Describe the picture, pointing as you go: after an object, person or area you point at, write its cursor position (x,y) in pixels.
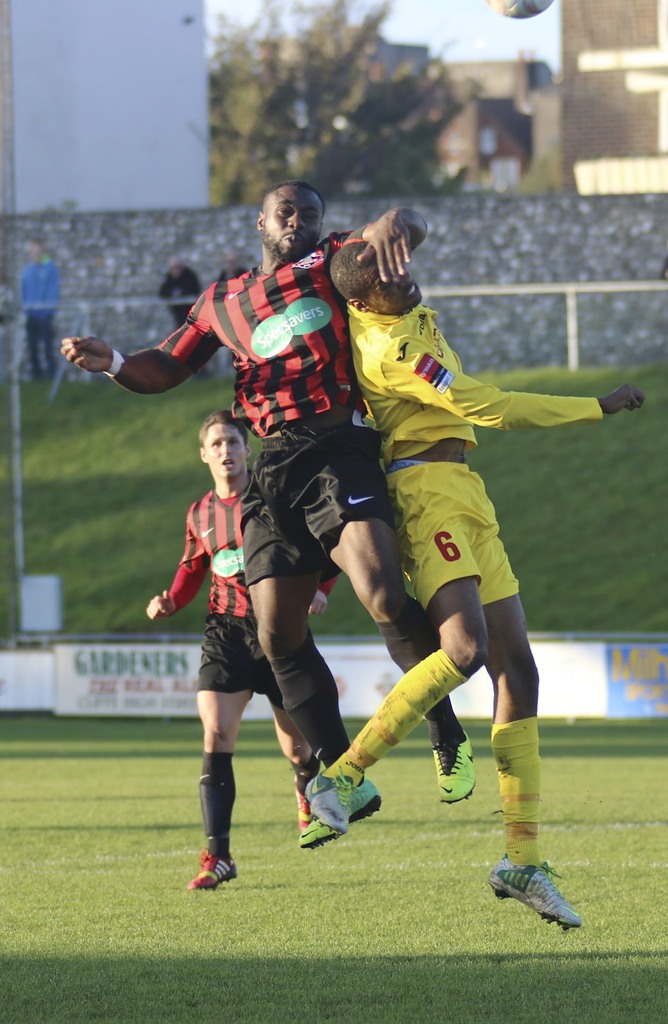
In this image we can see three men (260,569). At the bottom of the image (167,920), we can see grassy land (167,920). In the background (143,652), we can see banners (196,666), grass (162,496), railing (145,299), people (36,289) and a boundary wall (525,257). At the top of the image (386,85), we can see buildings (616,79), a tree (341,57) and the sky (463,16). We can see a ball (522,8) at the top of the image (505,1).
